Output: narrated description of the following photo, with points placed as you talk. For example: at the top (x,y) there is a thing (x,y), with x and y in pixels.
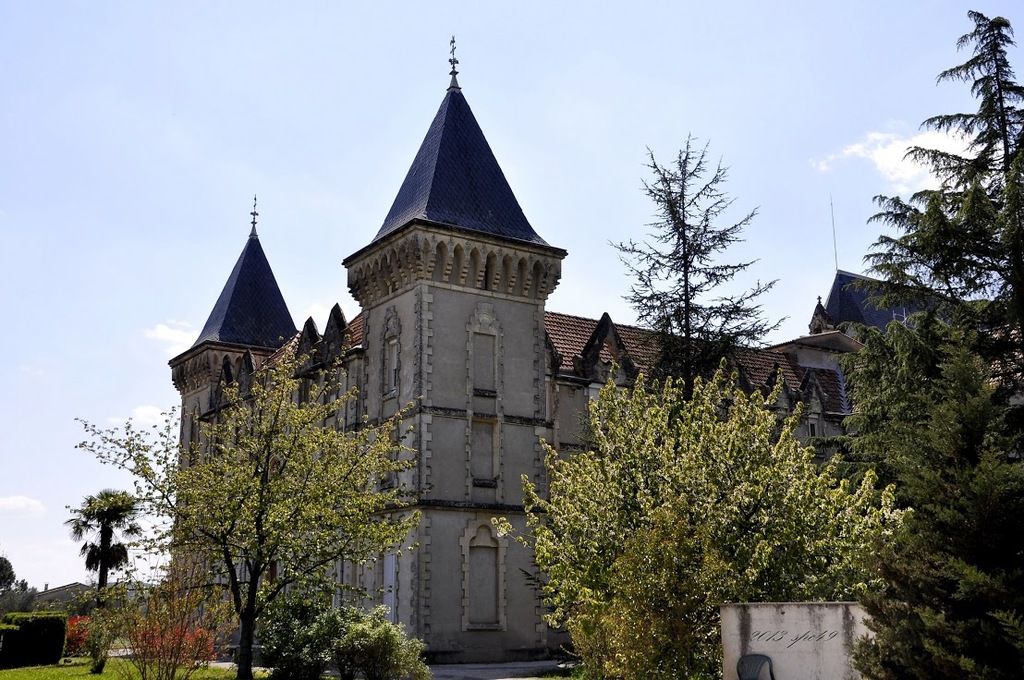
In this image we can see building (368,370), trees (248,505), plants (204,639), grass (76,671), sky (276,66) and clouds (908,146).
